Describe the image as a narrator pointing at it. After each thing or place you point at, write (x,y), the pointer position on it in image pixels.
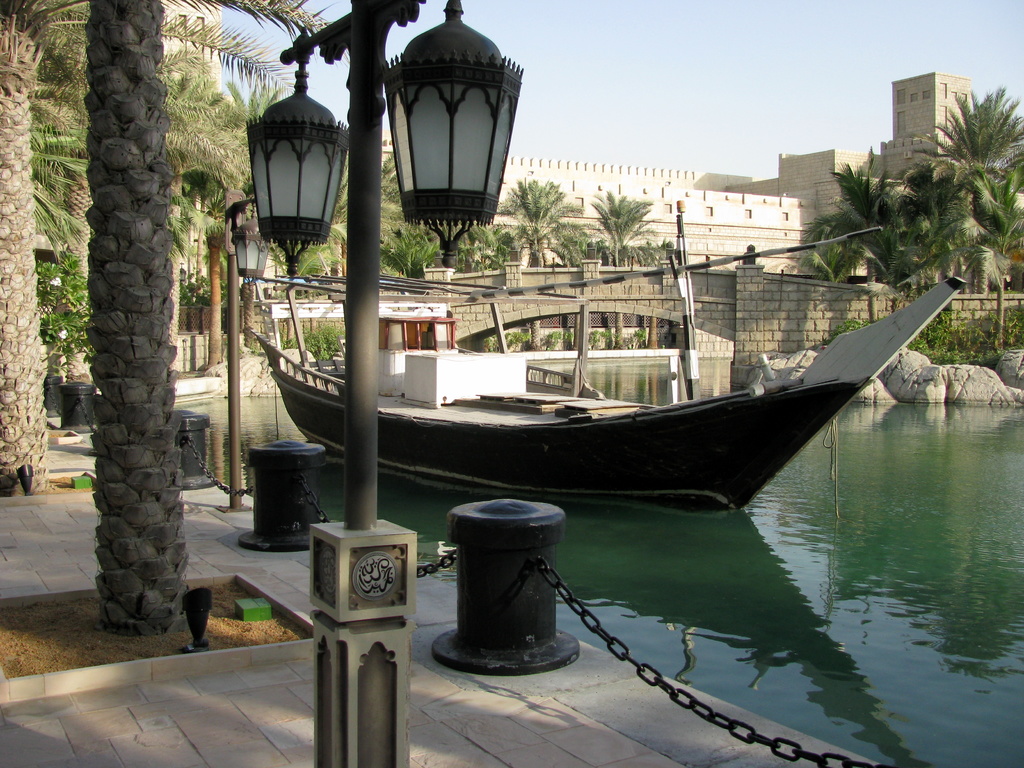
In this picture, we can see the path (196,676), trees (35,487), poles (339,585), lights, chains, water (680,520), boat (662,480), rocks (900,357), bridge (761,285), fort (585,200) and the sky (640,146).
